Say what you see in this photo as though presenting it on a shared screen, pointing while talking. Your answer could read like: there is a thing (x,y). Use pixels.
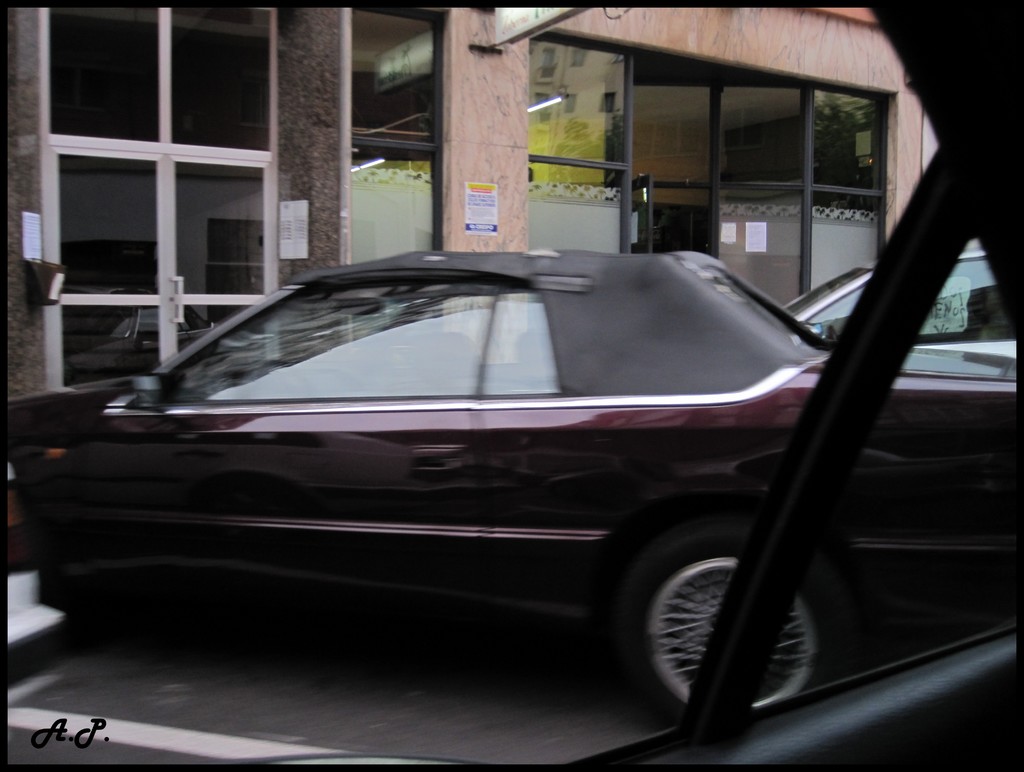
In this image we can see a view from the vehicle (722,750), and in the middle (374,281) we can see there is the car (905,450) and backside there is a window (117,135).
